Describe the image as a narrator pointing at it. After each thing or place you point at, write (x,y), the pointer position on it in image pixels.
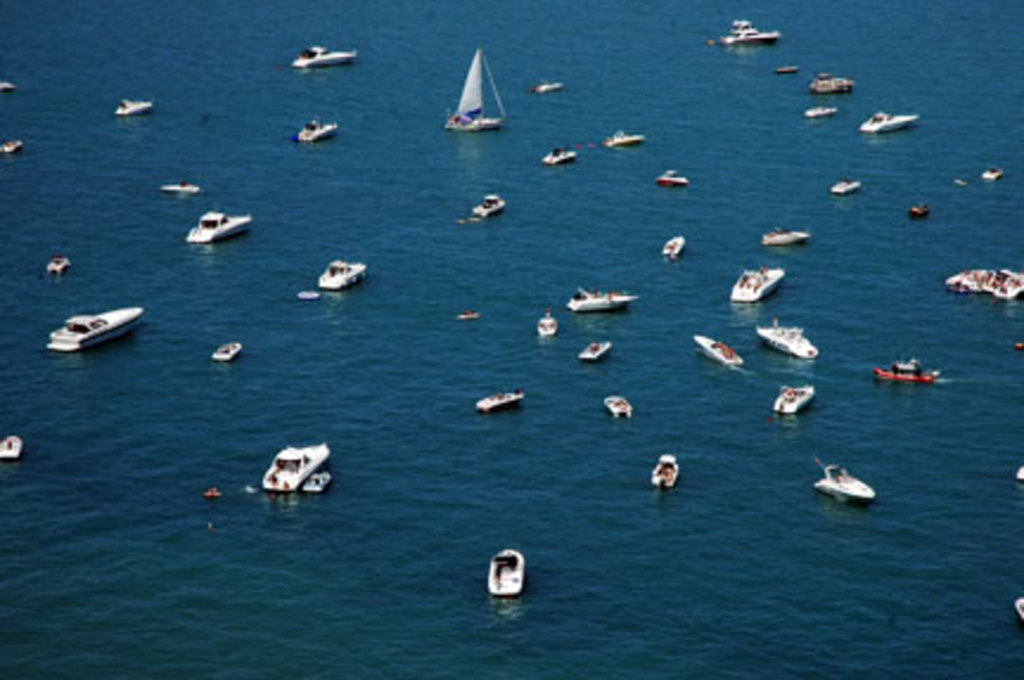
In this image, we can see boats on the water (594,575).
